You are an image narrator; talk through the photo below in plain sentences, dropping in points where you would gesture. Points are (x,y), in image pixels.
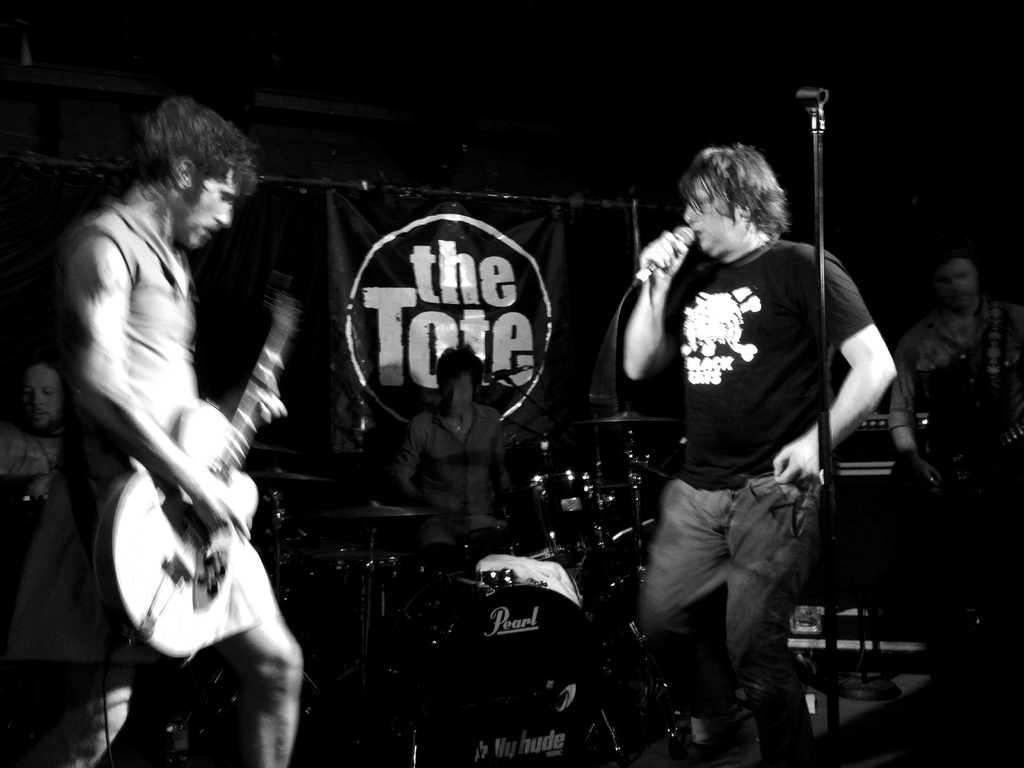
In this picture there are group of people (805,485) those who are singing and playing the guitars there is a person (487,517) who is sitting at the center of the image (513,502) is playing the drums (399,507), the color of the background (508,133) is black in color and the person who is standing at the left side of the image (203,570) is holding the guitar (235,563).
